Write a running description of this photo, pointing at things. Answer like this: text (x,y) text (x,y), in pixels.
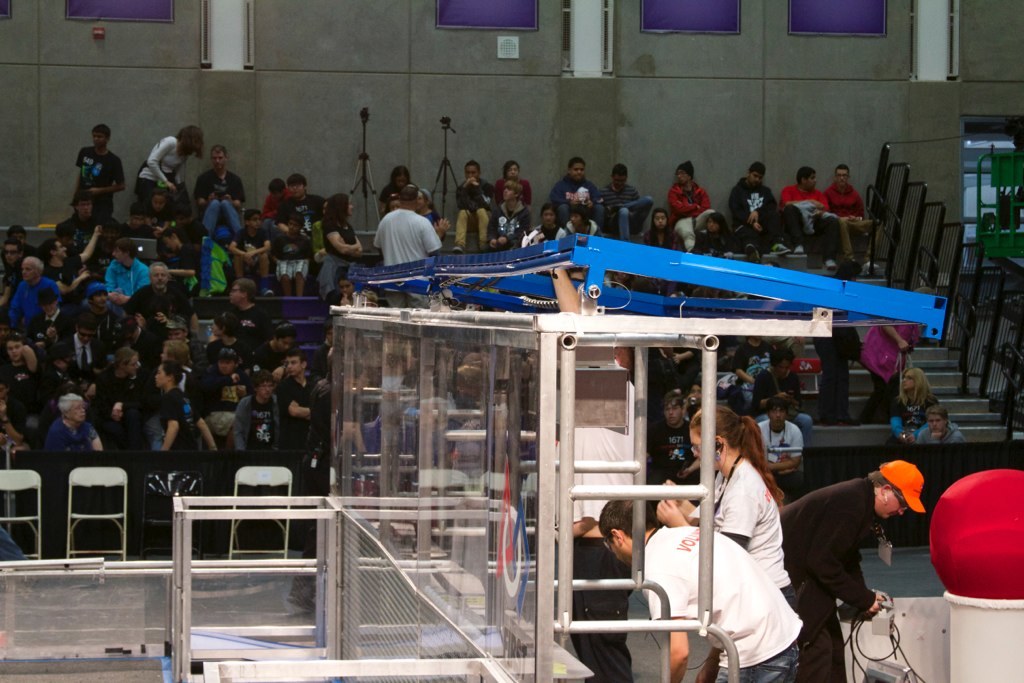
In the center of the image (580,334) there are rods (586,337). In the background of the image (328,329) there are people (277,210) sitting on chairs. There is wall (279,86). To the right side of the image (894,239) there is fencing (970,309). At the top of the image (829,16) there are banners (674,12).
